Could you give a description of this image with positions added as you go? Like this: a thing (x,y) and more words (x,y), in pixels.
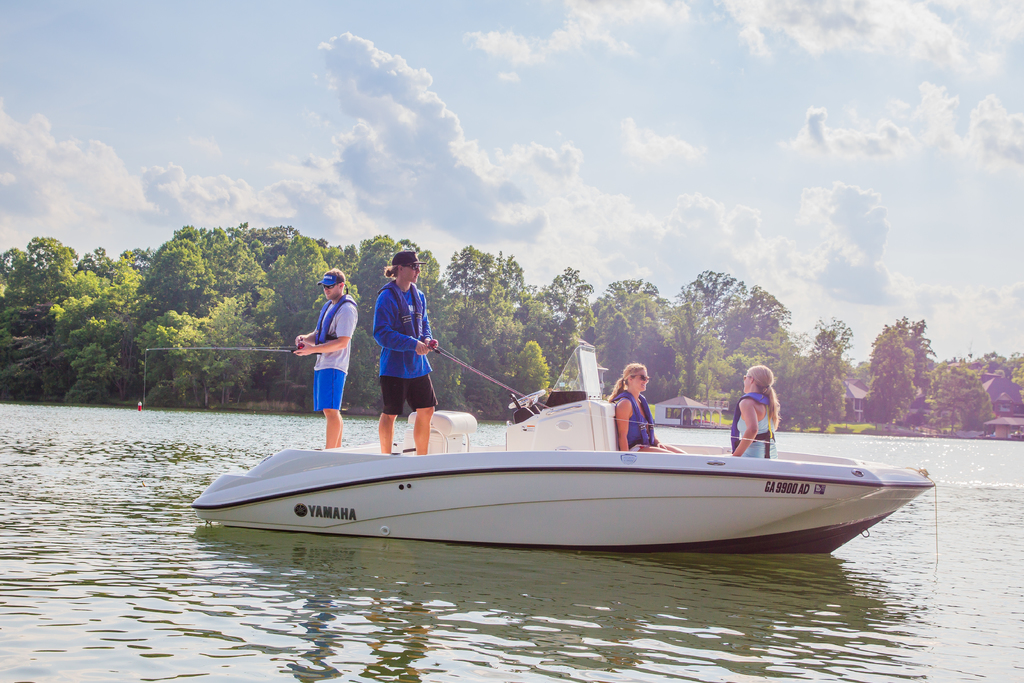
In this picture we can see there are two people (624,420) sitting and two people (408,390) standing on a boat (586,472) and the boat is on the water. A person (303,349) is holding a fishing equipment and the other person (399,364) is holding an object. Behind the people (326,391) there are trees (964,396), houses (1011,435) and a sky (469,175).
